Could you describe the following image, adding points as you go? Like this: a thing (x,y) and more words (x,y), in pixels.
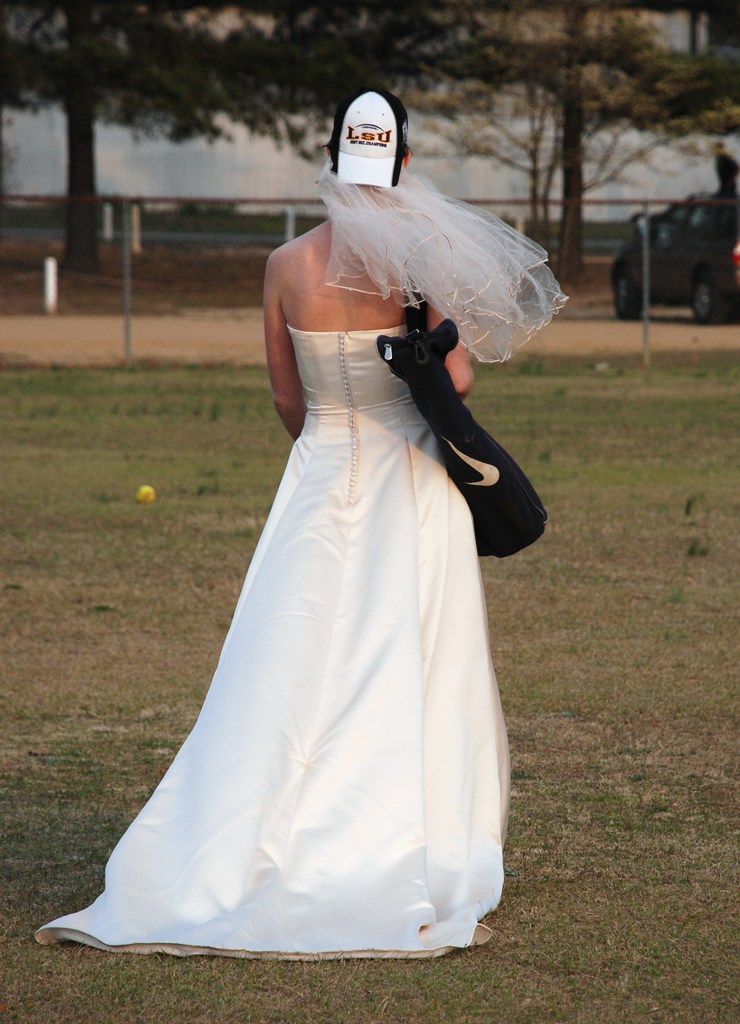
In this image there is a person (341,295) wearing the hat (368,134) and a bag (449,459). At the bottom of the image (611,777) there is grass (654,455) on the surface (658,458). In the center of the image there is a metal fence (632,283). There is a car (636,290). In the background of the image (489,134) there are trees (633,46) and there is a wall (266,154).
